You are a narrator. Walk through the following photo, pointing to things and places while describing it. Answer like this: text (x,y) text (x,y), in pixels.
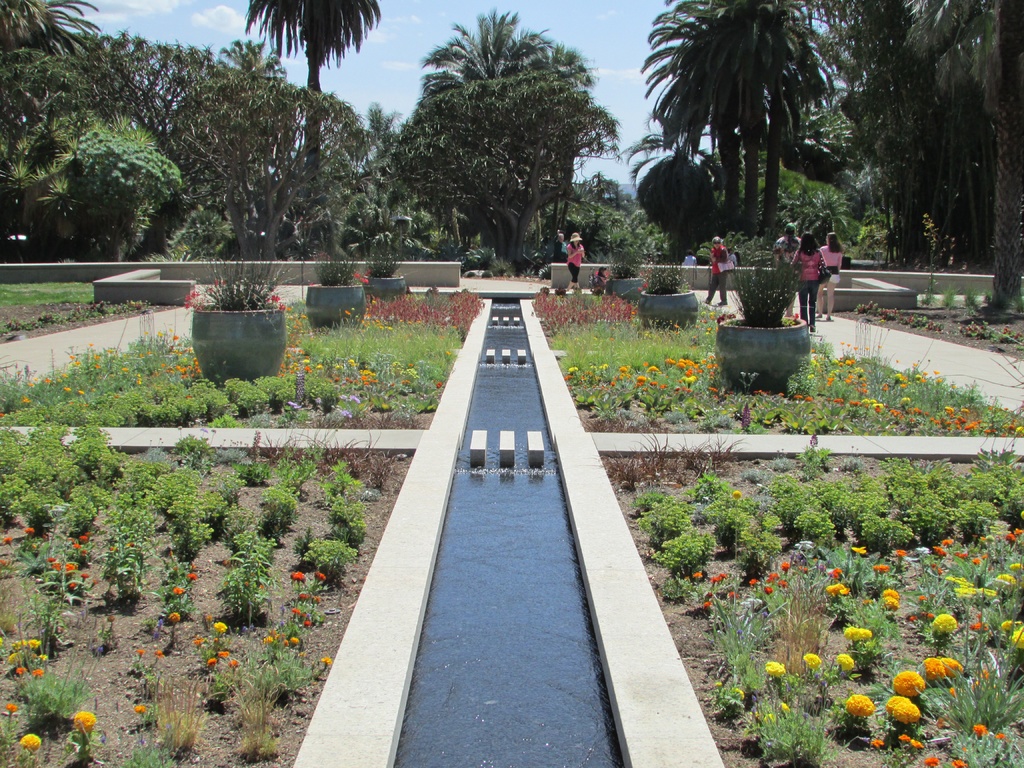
In this image we can see a few potted plants (731,331), plants (818,602) with flowers (952,620) on the ground (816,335) and a few people (811,268) walking on the road (958,349) and trees (854,213) and sky (397,68) in the background (587,130).
